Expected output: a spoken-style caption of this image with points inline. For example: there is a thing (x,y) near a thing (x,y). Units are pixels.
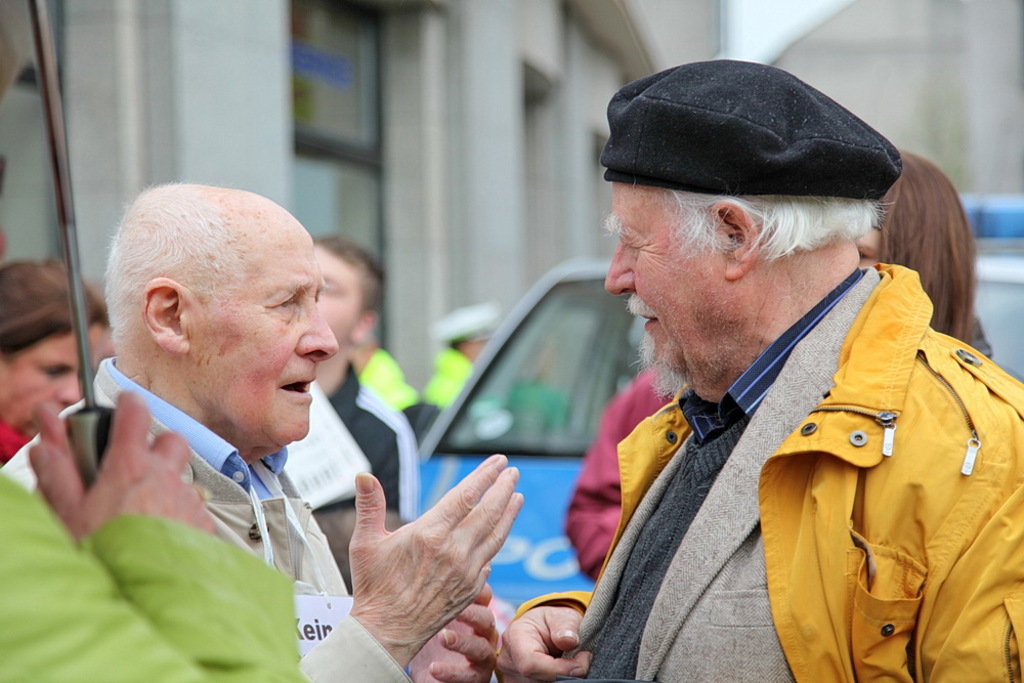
Background (1006,77) portion of the picture is blurry and we can see objects (1021,186). In this picture we can see the people (239,682). On the left side of the picture (217,481) we can see a man (232,448) is talking to another man (886,460). We can see a person (136,469) is holding an object (61,170).
